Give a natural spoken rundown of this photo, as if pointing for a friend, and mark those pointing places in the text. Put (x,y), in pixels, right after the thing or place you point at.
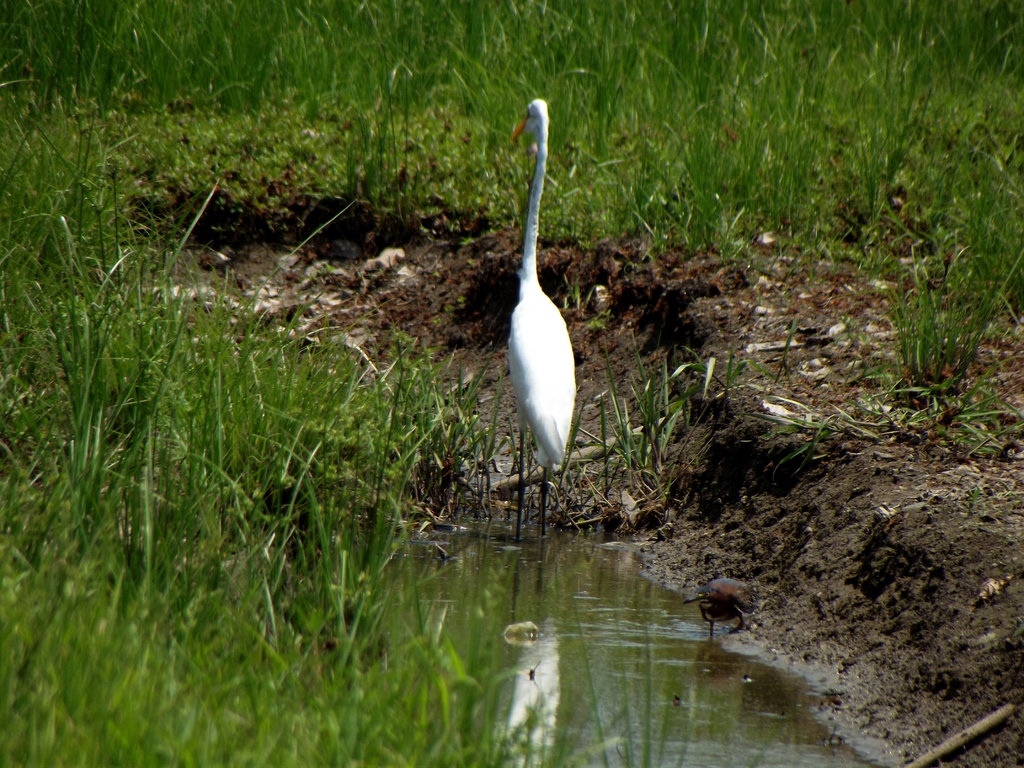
In this image we can see a bird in the water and also we can see the grass (129,383) on the ground (130,379).
